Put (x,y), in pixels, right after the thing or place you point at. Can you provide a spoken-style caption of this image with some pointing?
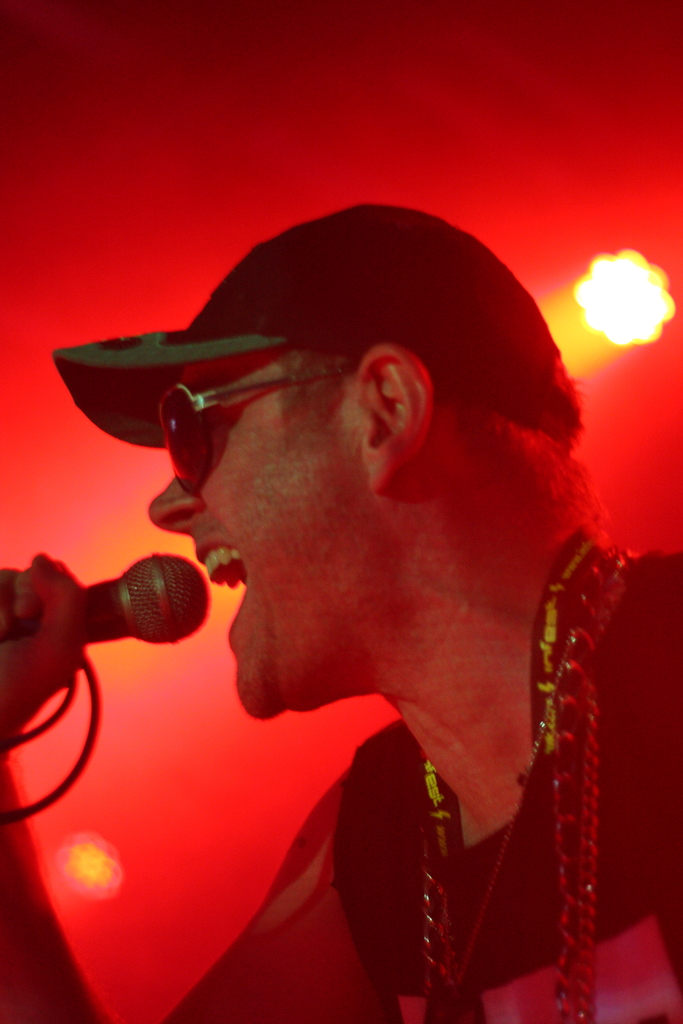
In the picture I can see a person (408,843) wearing cap (309,331), goggles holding microphone (152,628) in his hands (38,679) and in the background (596,341) there are some lights (628,280).
